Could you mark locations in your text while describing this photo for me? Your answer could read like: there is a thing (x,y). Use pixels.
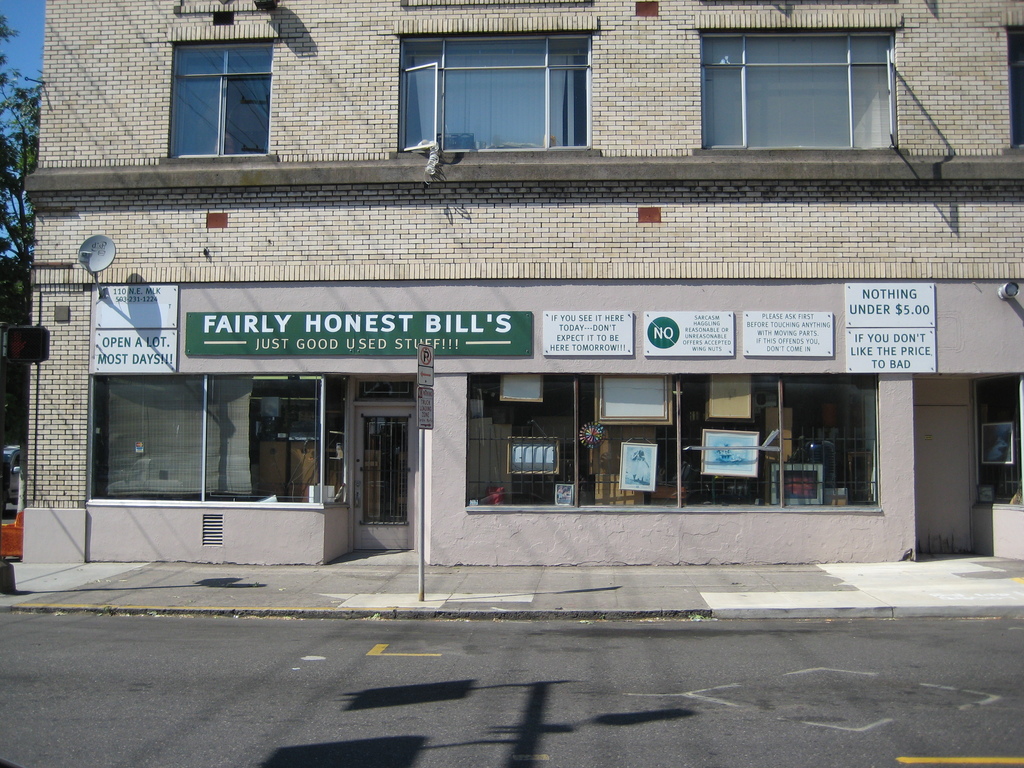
In this image we can see the building (402,468) and there are boards (162,307) and camera (1008,288) attached to the building (145,266). And there are frames (643,396) attached to the window (502,434). And at the side, we can see the orange color object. There are trees (14,85) and the sky (30,42).
